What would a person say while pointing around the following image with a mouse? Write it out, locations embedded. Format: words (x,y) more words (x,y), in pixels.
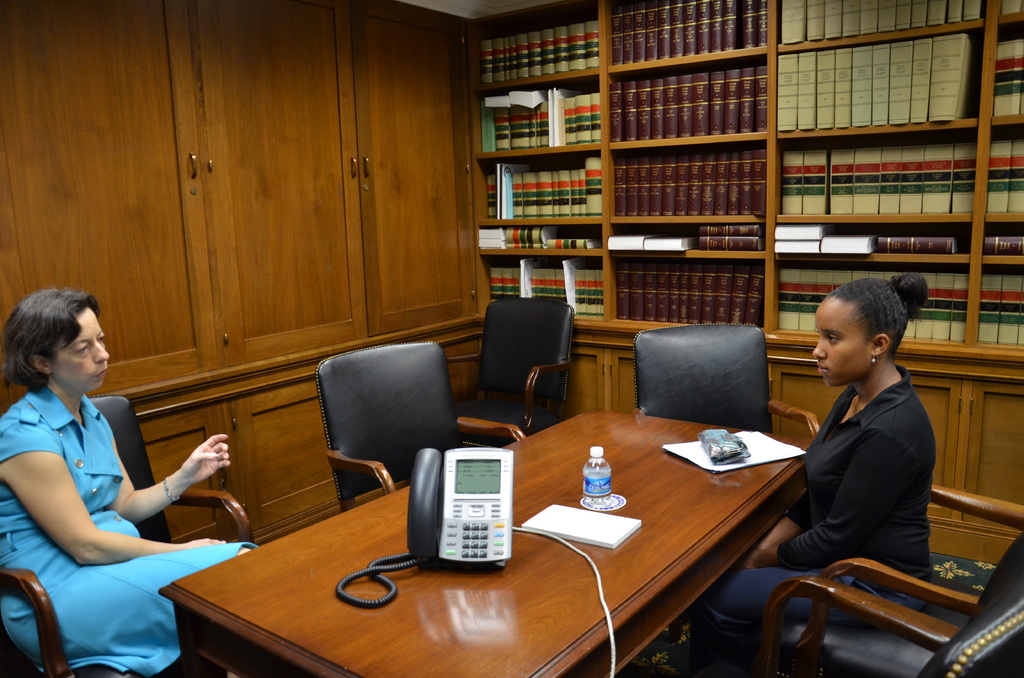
In this picture we can see two woman (44,424) sitting on chairs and talking to each other and in front of them there is table (564,673) and on table (558,596) we can see telephone (491,519), wire (613,633), bottle (605,498), paper (780,448), pouch (726,439) and beside to them we have books (680,107) in racks (847,141), cupboards (443,162).
